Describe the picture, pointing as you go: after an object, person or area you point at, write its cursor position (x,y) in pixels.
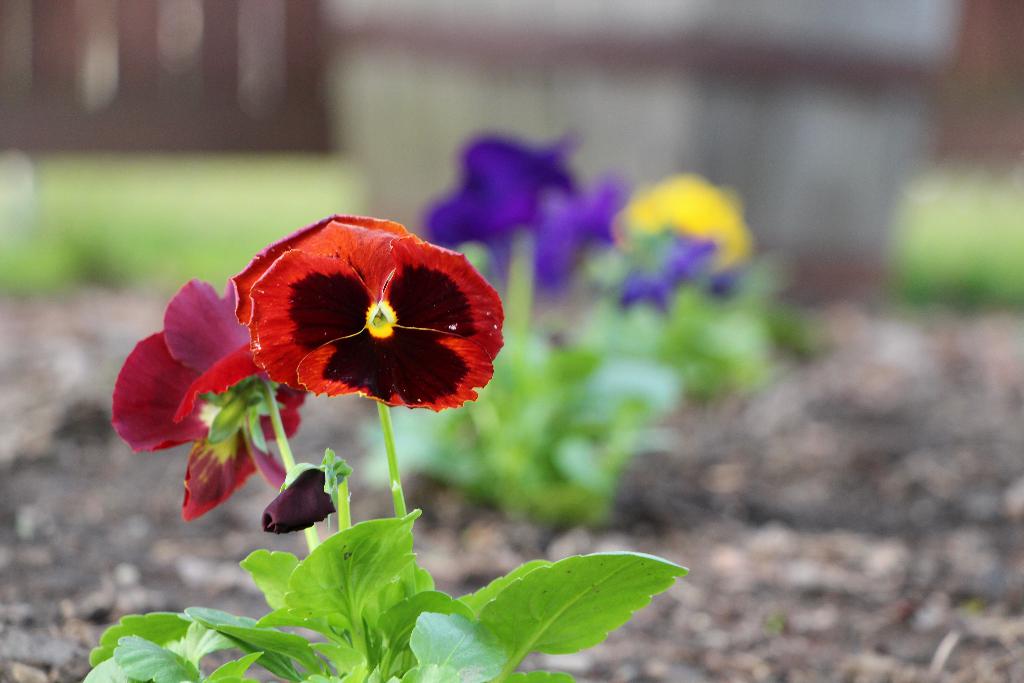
At the bottom of this image (371,583), there is a plant (398,581) having flowers (325,380) and green color leaves (441,594). And the background (638,339) is blurred.
